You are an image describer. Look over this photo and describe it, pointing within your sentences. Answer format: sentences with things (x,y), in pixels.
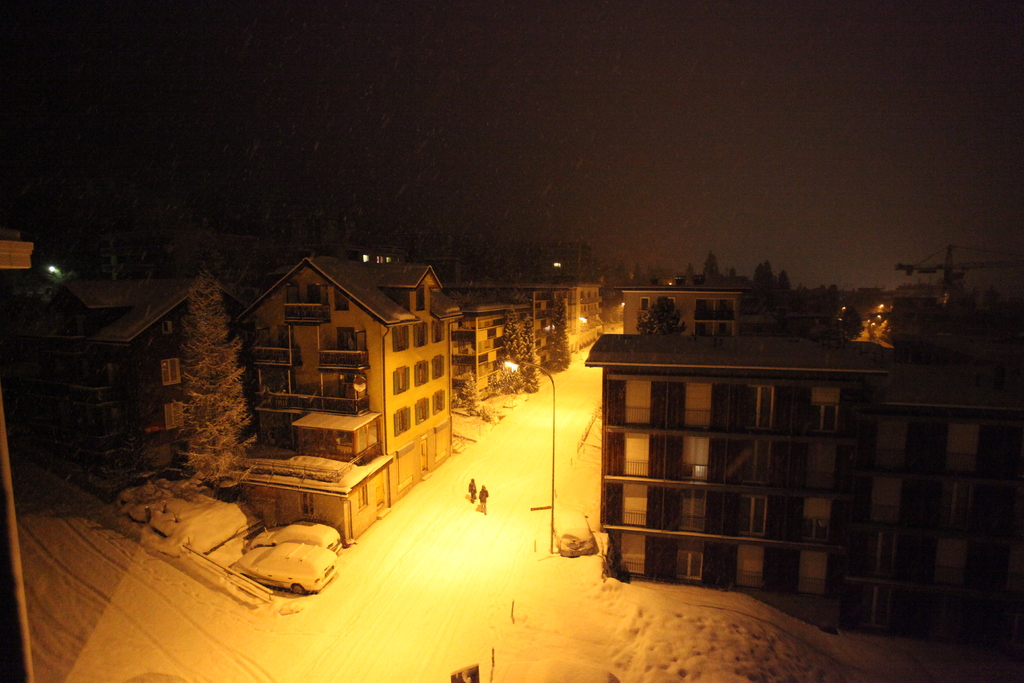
In this image I can see few buildings (467,314), windows (405,334), trees (557,340), light poles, few people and the snow (312,461). Background (845,75) is dark.
